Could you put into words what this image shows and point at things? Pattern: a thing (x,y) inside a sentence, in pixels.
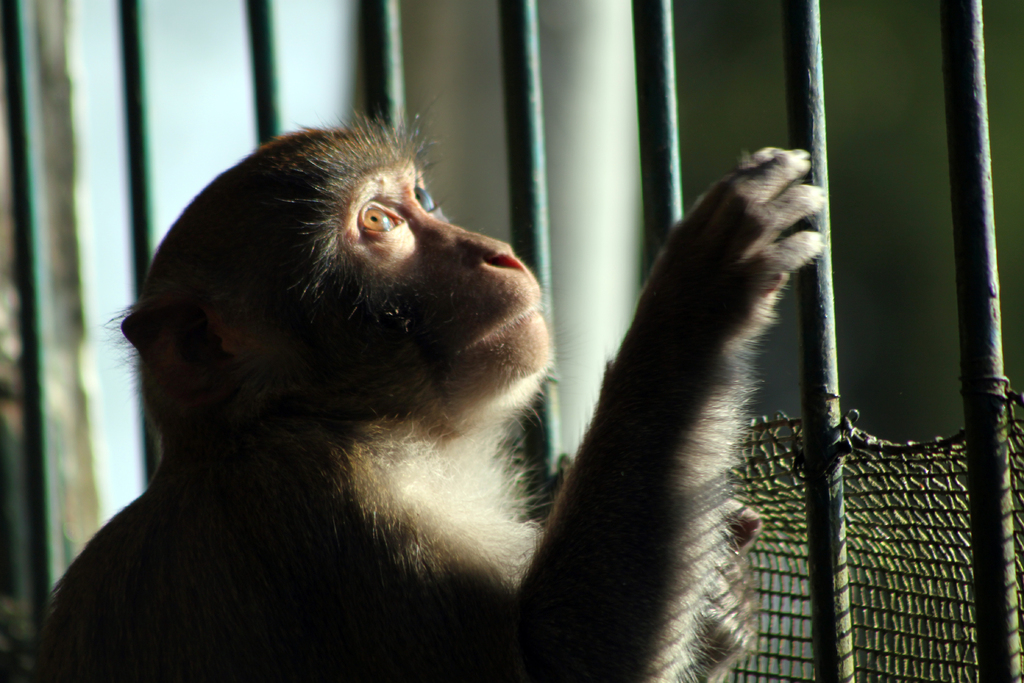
In the picture we can see a monkey (610,571) near the railing (838,551), looking upwards and to the railing (827,542) we can see a part of net (849,523) to it.
